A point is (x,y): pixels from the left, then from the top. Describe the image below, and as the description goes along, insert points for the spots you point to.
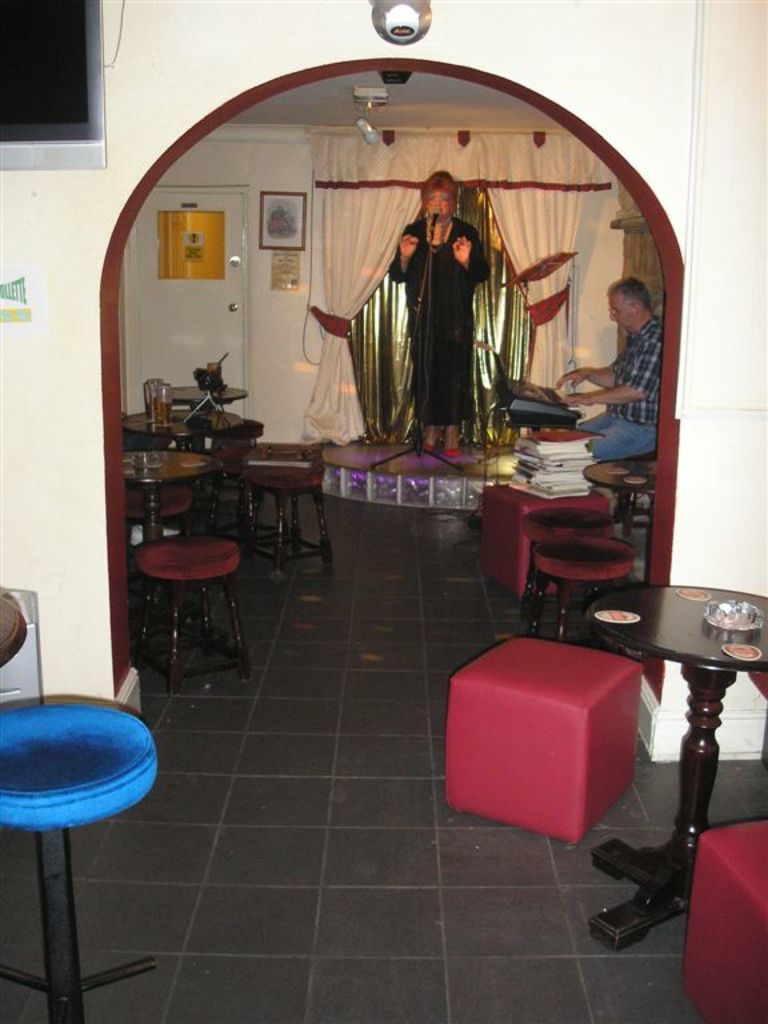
There is a room (192,310). There are two persons (633,406). In the center (436,351) we have a woman (446,355). She is standing and she is singing a song. On the right side (634,417) we have a person (634,417). He is sitting on a chair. There is a table (510,570). There is a books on a stool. We can see in background (557,163) curtain (407,206). wall (283,407), photo frame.
